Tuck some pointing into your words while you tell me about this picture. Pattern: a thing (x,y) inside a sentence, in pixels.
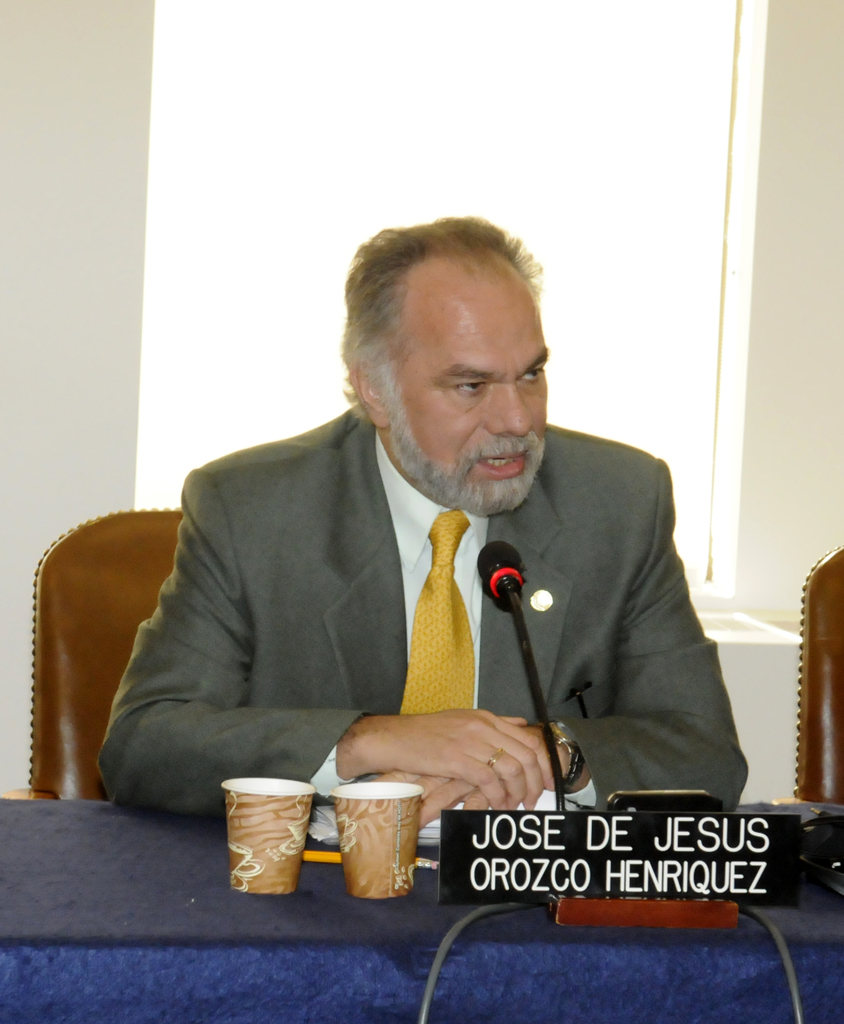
There is a man (652,544) sitting at the table (548,952) and speaking in a micro phone (488,580). in front of him there is a name board (513,847).
